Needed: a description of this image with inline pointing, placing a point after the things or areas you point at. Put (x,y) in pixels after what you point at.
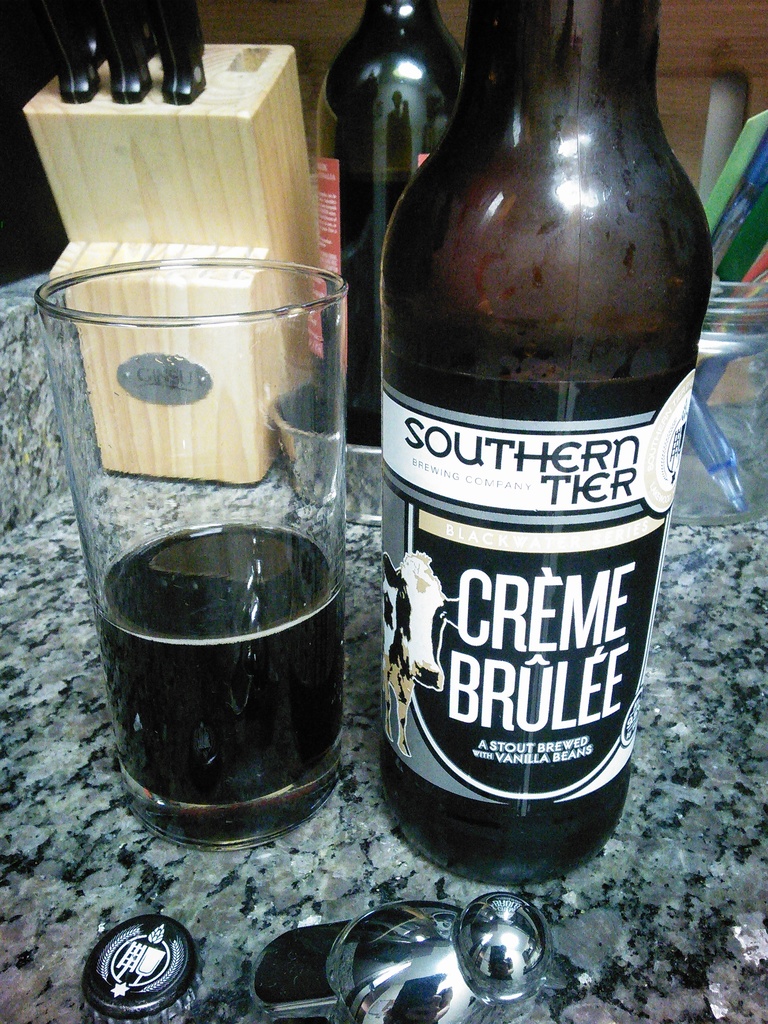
In this picture, this is a table (49,845) on the table (51,726) that is a glass (195,614) with liquid (199,632), bottle (413,626), cap (167,961) and a wooden box (181,168) and knife (96,40) and bottle opener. Background of this table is a wall (685,49).
